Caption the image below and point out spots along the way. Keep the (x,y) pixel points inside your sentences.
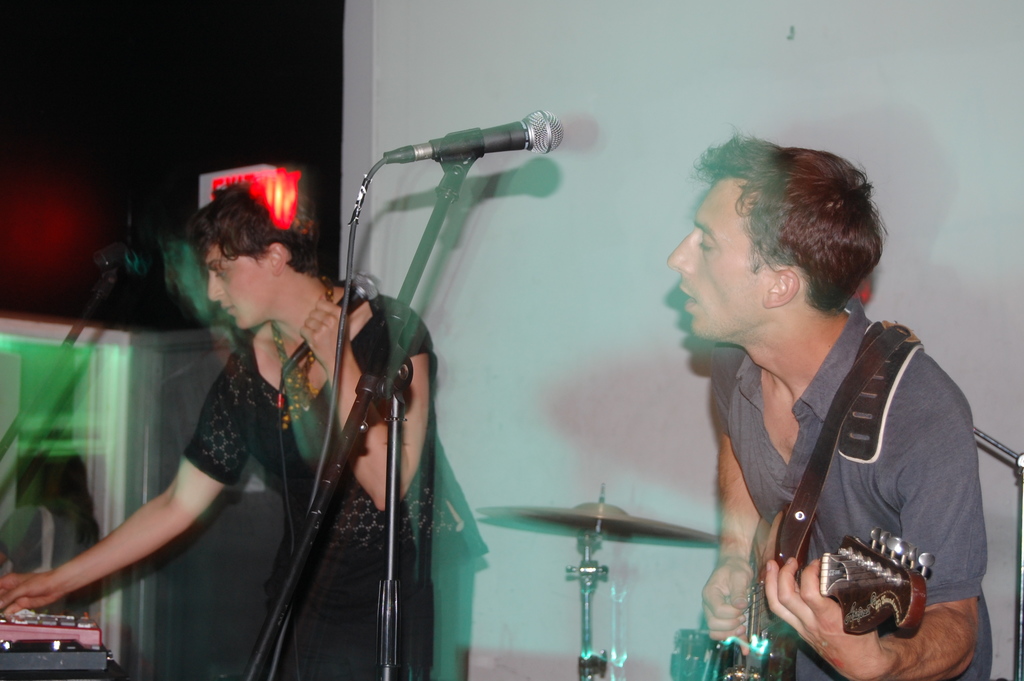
In the image we can see there are two people (797,395). Right side (767,565) one is holding a guitar (729,639) in his hand (731,625) and left side (327,317) one is holding microphone (363,297). This is a musical band (595,535). This is a cable wire (323,455).
